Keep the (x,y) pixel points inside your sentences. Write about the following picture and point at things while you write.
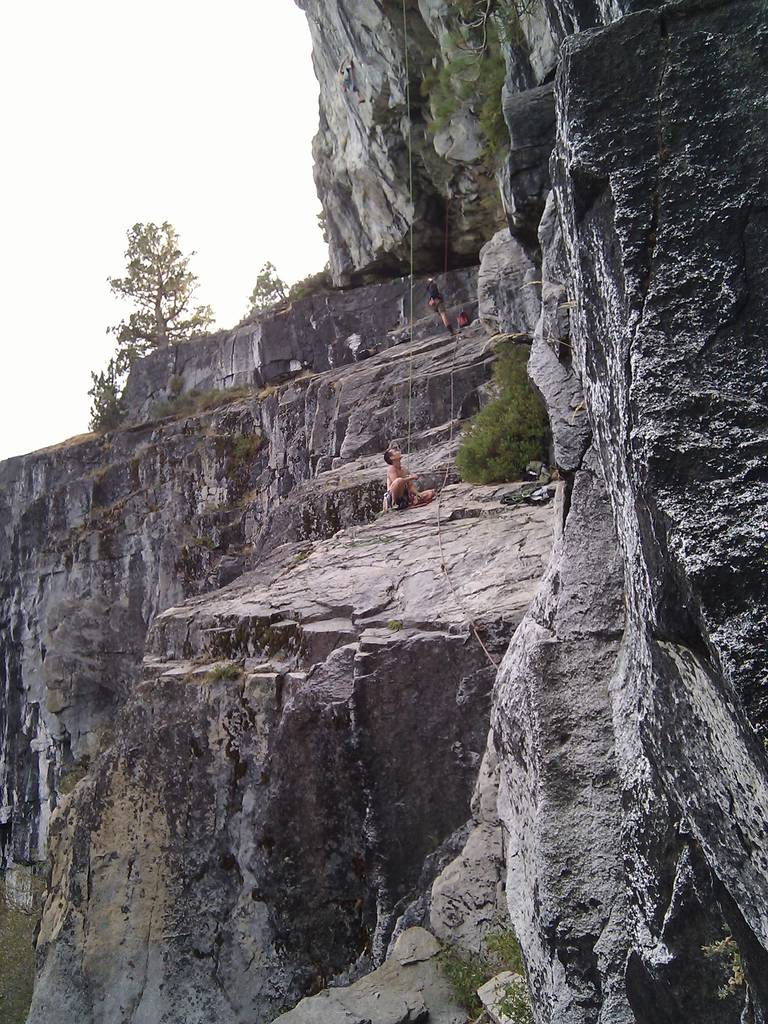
In the image there is a huge hill (357,291) and few people (415,490) are holding the ropes (411,242) which are tied to the hill (391,382). In the background (149,291) there are trees (172,291).
